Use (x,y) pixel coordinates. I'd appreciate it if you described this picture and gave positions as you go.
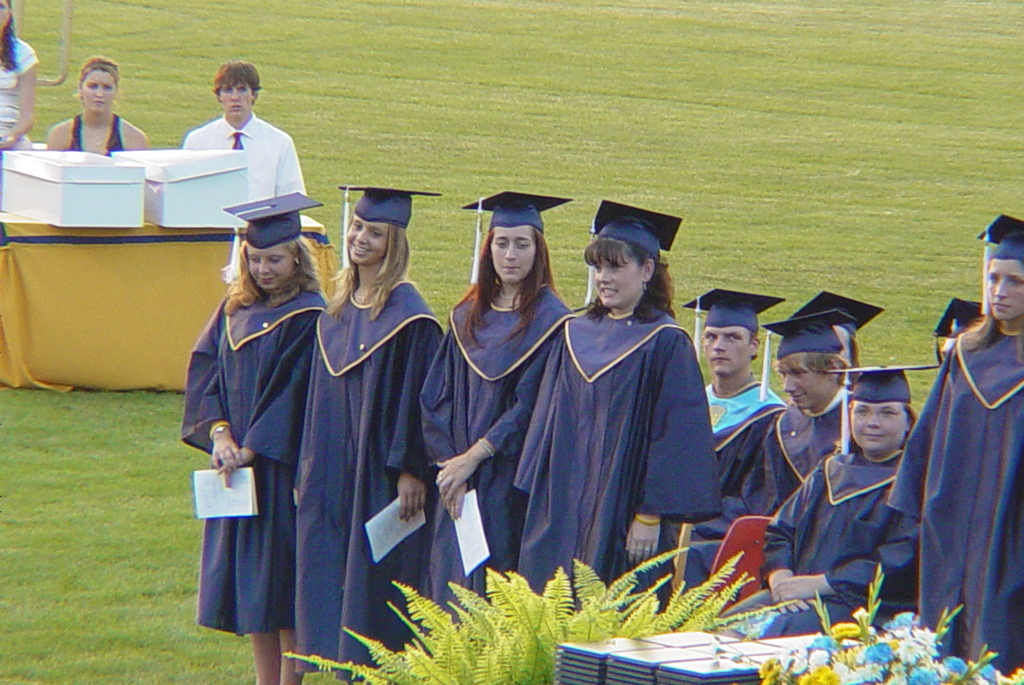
In the image in the center (365,395), we can see a few people (880,409) are sitting and few people (220,412) are standing. And they are smiling, which we can see on their faces (868,440). In front of them, we can see plants (496,664), flowers (869,666) and boxes (679,633). In the background (398,66) we can see grass (868,44), one table (178,254), boxes (176,227) and few people (11,64) are standing.
